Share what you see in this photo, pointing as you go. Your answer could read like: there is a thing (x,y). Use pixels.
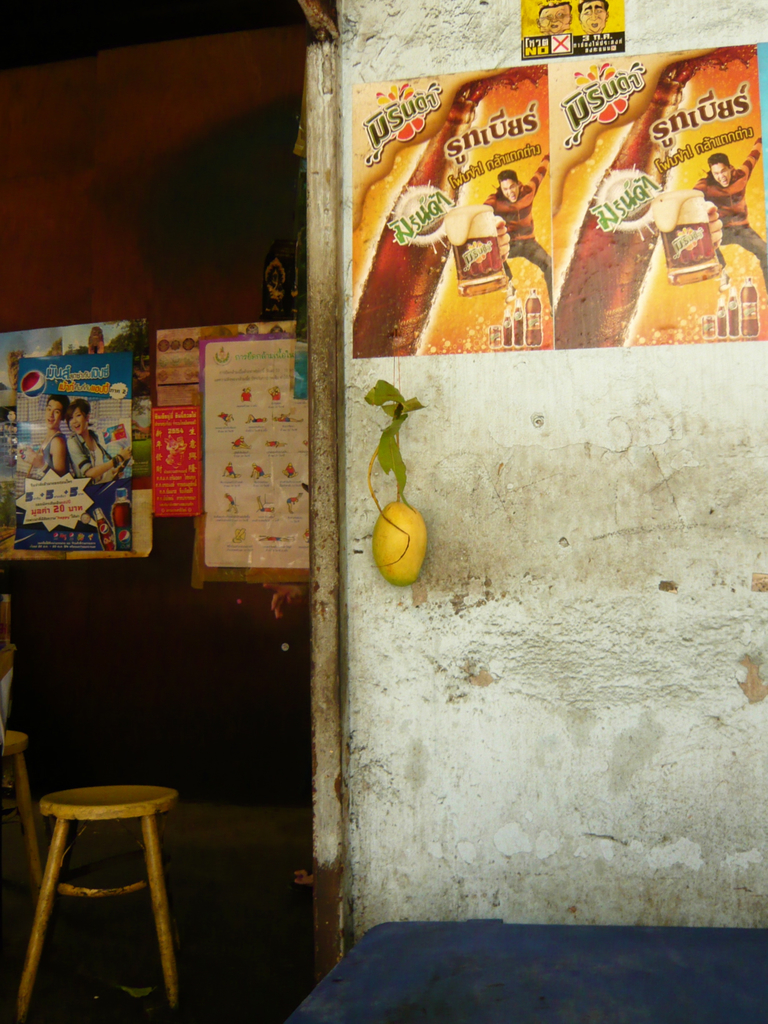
We can see blue objects (725,953), chairs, posters (470,338) on the wall (372,479), mango (385,557) and leaves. In the background (87,438) we can see posters (168,443) on the wall (220,637).
